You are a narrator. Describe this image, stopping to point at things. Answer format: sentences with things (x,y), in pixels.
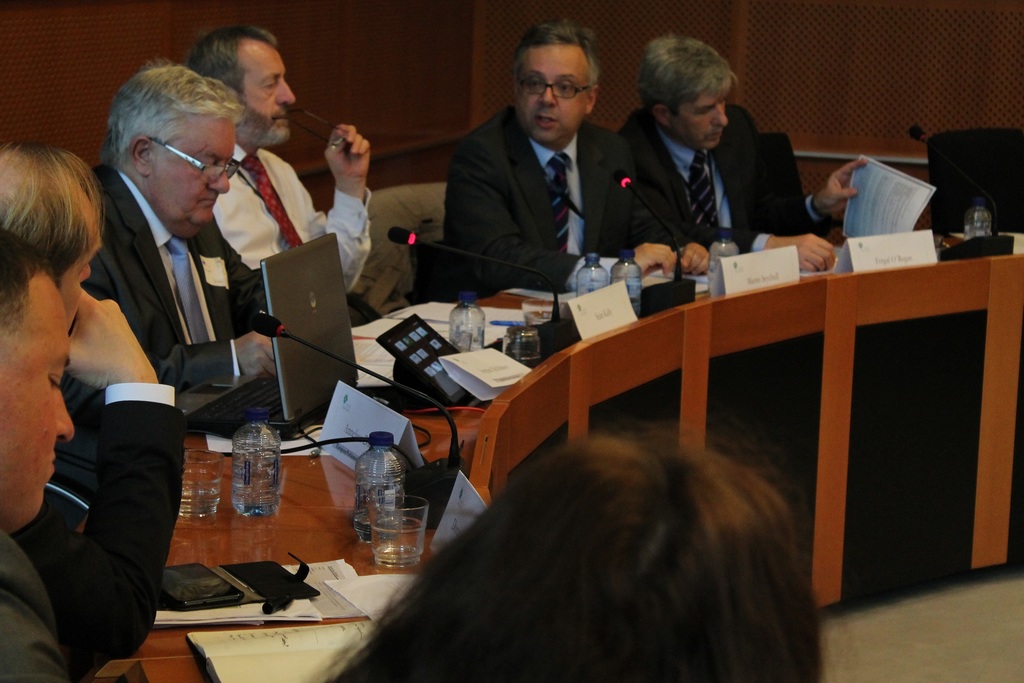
In this image I can see men (485,239) are sitting on chairs (395,233) in front of table (335,496). On the table (345,486) I can see glasses (535,317), bottles (264,478), a laptop (323,415), microphones (559,333) and other objects (607,316) on it.
